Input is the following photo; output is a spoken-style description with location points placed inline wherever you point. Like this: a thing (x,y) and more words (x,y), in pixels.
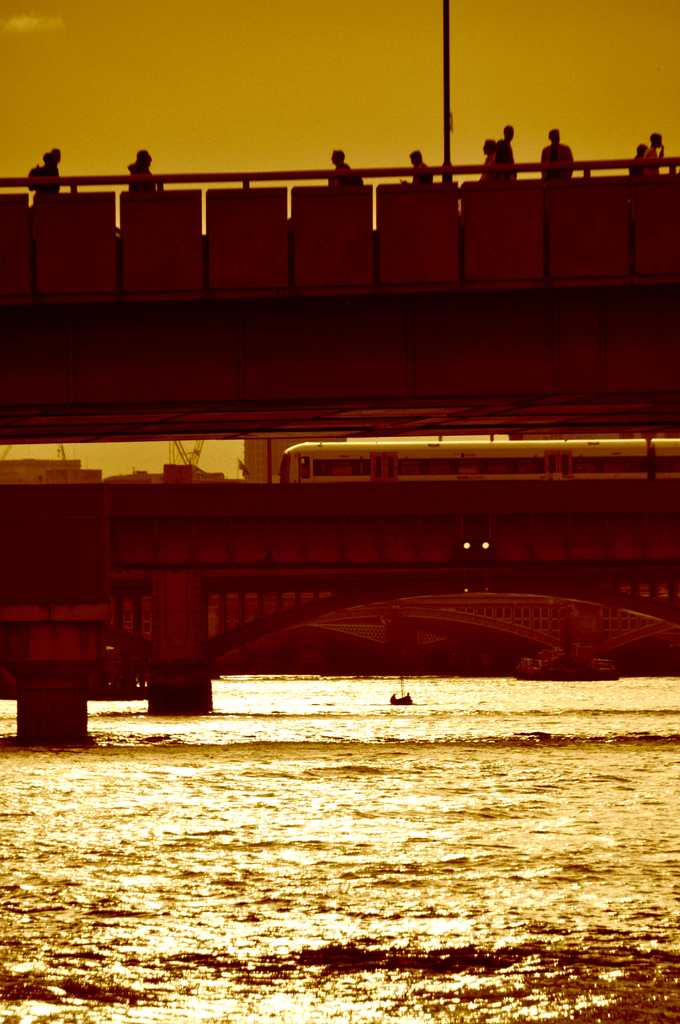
There is a surface of water (350,827) at the bottom of this image (350,827), and we can see bridge (154,396), train (333,455), and some persons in the middle of this image (357,509), and there is a sky (188,170) in the background (281,122).
